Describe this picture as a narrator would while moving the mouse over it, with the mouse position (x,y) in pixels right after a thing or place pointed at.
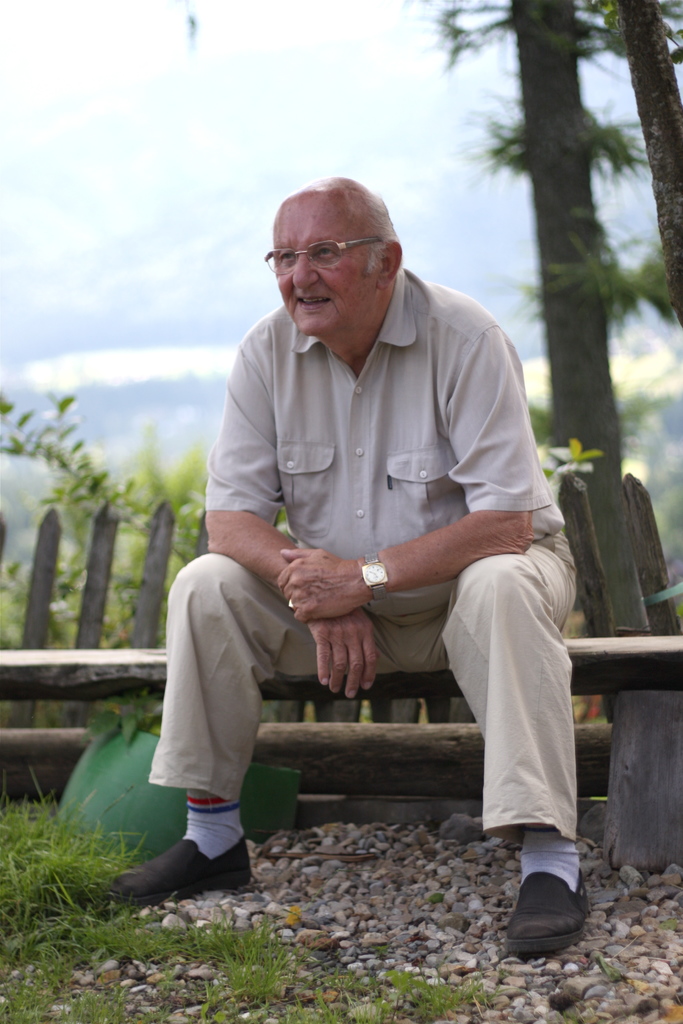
There is a person (249,462) wearing watch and specs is sitting on a bench (100,669). On the ground (291,893) there is grass (77,879) and stones (306,893). In the background (124,562) there is a fencing (105,559), trees (575,157) and sky (312,143).
